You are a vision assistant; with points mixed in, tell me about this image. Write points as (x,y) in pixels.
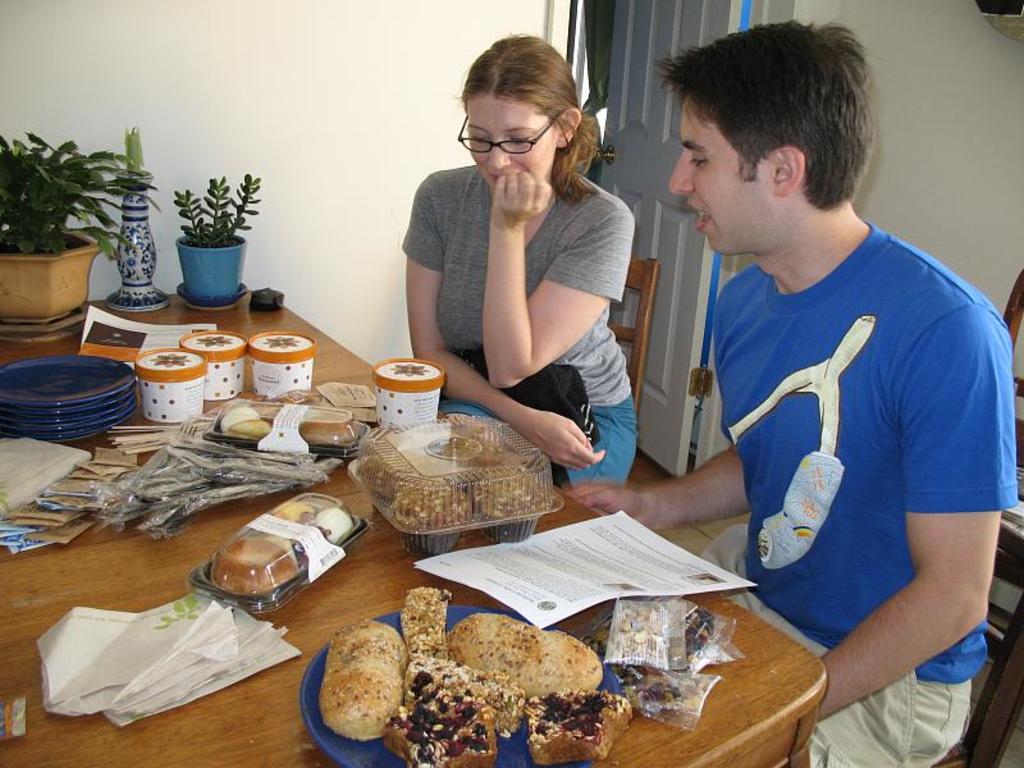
Here in picture we can see two persons (785,351). On the right side (789,359) there is man (920,403) wearing blue shirt (859,369) and he is talking. To the right of him there is a lady (537,229). In front of them there is a table (743,711). On that table (761,679) there is a paper (566,558), cookies box (485,487). There are some cups (261,357) and blue color plates (58,377), flowerpot (46,250), tissues (199,630) and some food items (454,702) in the plate (427,704).
